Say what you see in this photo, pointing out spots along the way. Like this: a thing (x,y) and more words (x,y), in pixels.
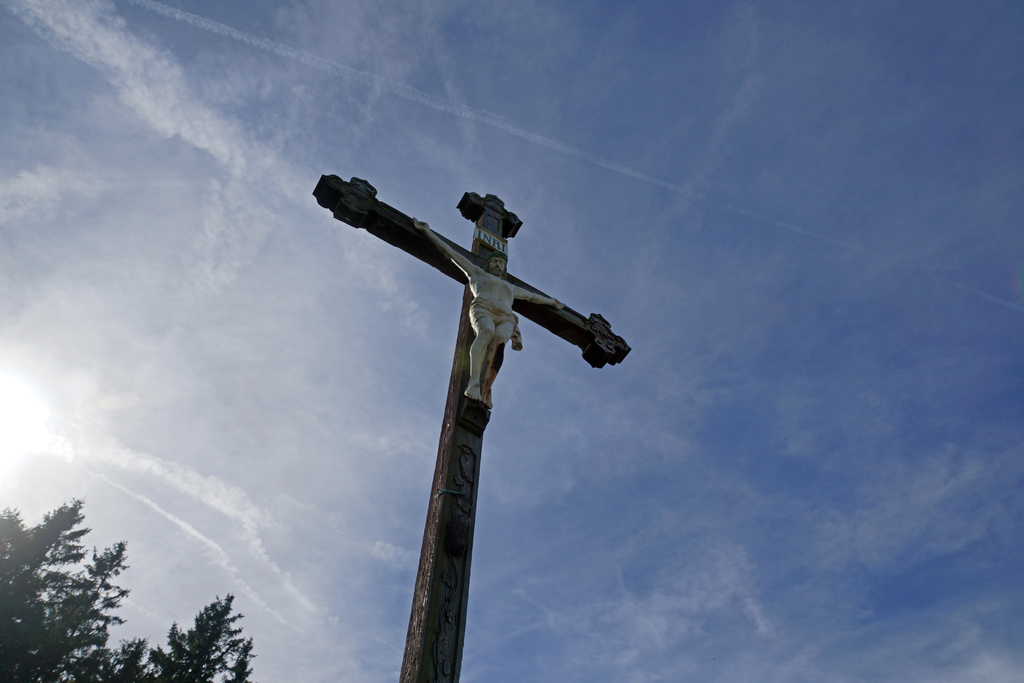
In this image we can see a blue and slightly cloudy sky (213,358). There is a sun (33,433) at the left side of the image (22,434). There is a tree (66,601) in the image. There is a cross symbol (464,448) in the image. There is a sculpture (494,314) of a person (494,314) on the cross symbol (466,357).
